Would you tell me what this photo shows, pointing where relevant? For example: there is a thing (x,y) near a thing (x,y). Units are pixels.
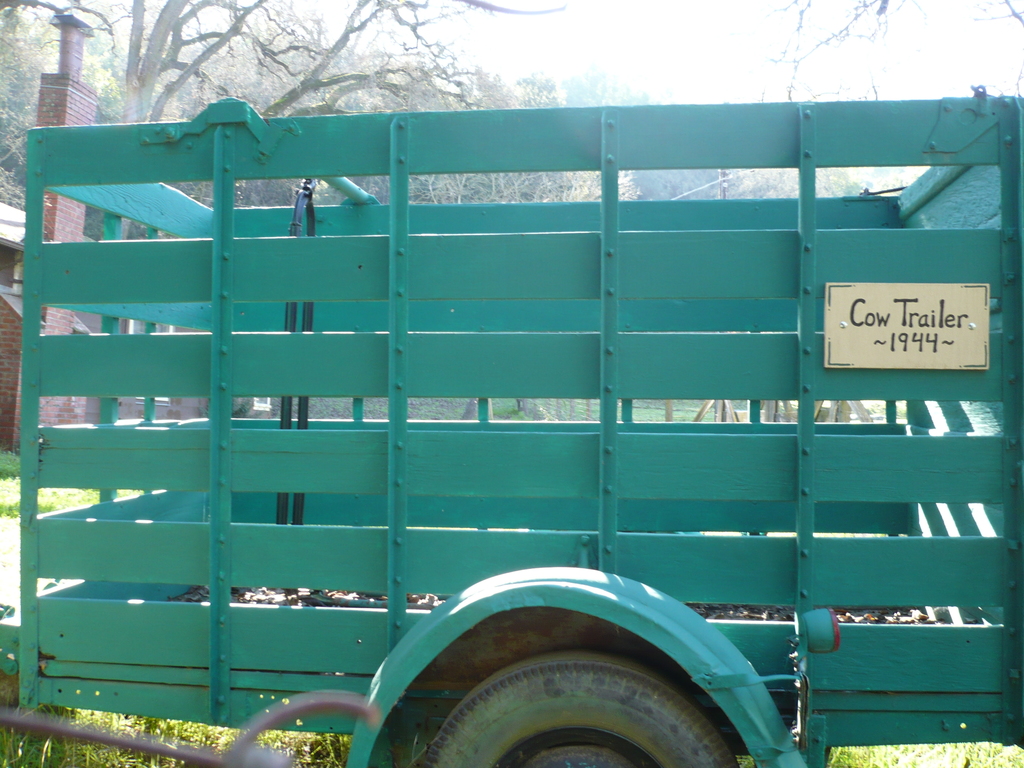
In the center of the image (529,353), we can see a vehicle (680,320) and there is a board (869,311) with some text (905,323). In the background (396,104), there are trees (226,93) and there is a shed (17,316). At the bottom (3,596), there is ground (9,483).
